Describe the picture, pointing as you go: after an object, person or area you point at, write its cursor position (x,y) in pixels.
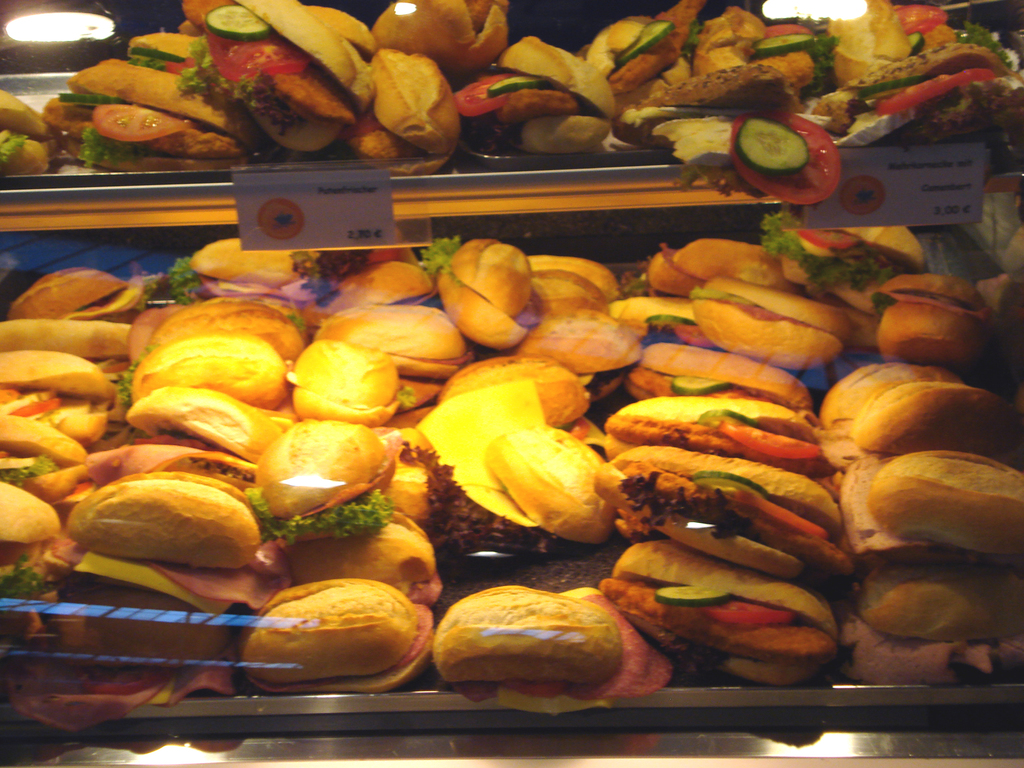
In this image we can see many burgers (583,497) placed in racks (562,248).
